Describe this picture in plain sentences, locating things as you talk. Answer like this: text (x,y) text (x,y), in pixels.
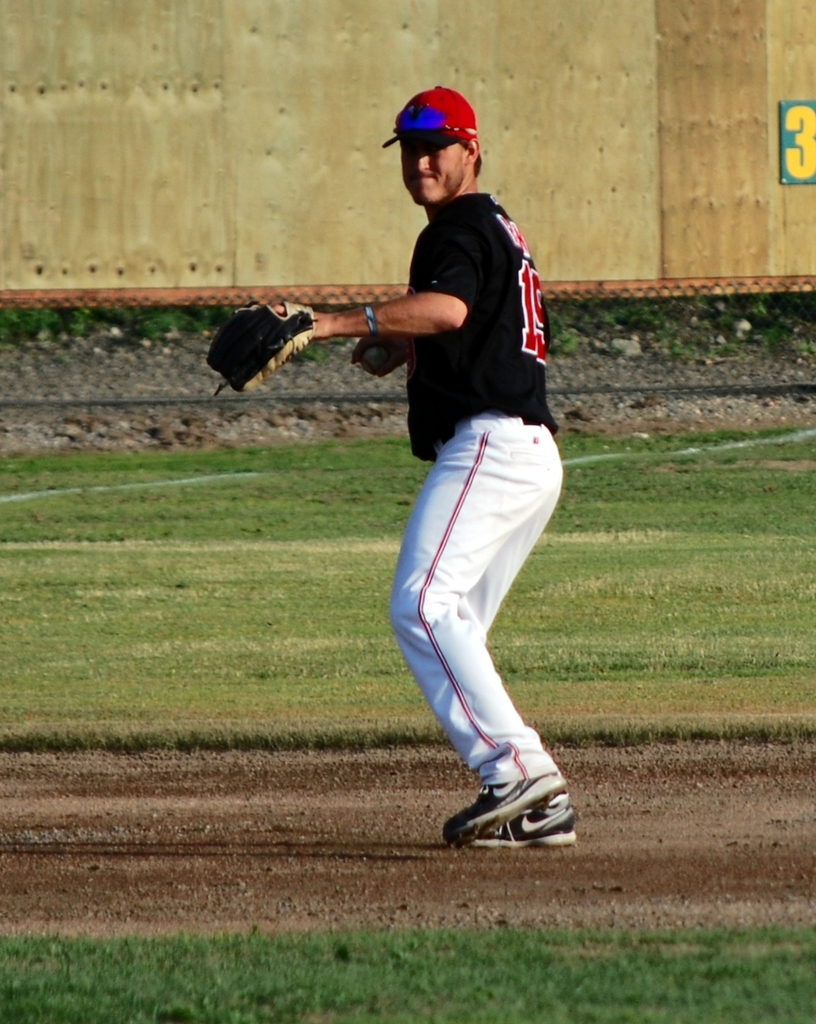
In this image I can see an open grass ground (562,677) and on it I can see a man (499,527) is standing. I can see he is wearing black t shirt (440,230), white pant (432,702), shoes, glove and a red colour cap (446,143). I can also see he is holding a ball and on the top right side of this image (783,121) I can see something is written on the board (796,141).
